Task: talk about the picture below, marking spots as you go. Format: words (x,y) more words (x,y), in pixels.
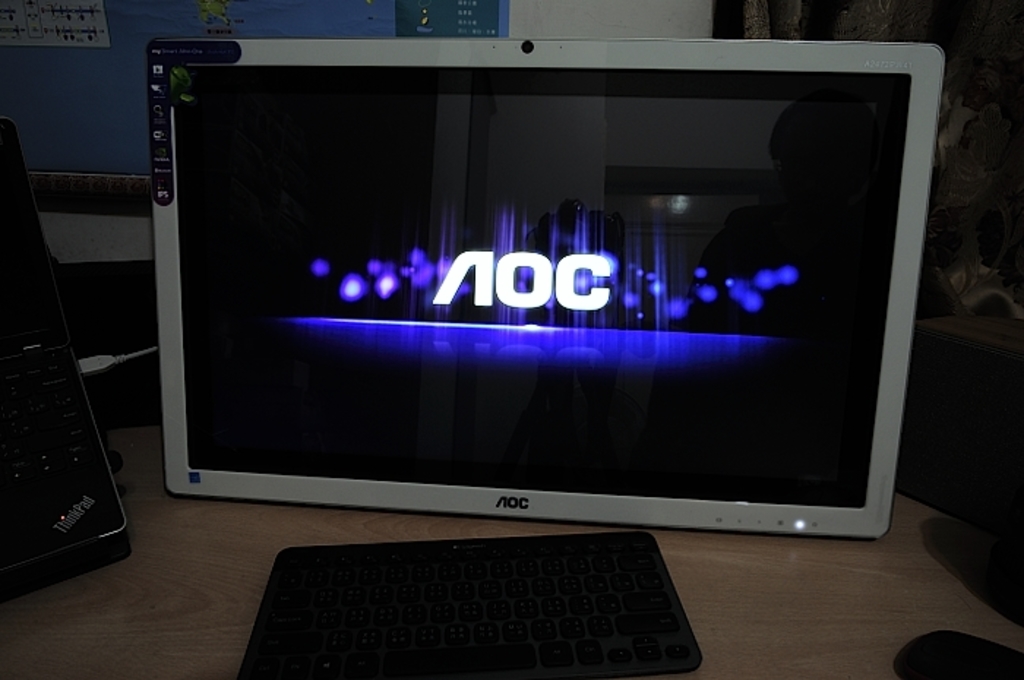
In this picture I can see a monitor (526,310) on which something displaying on it. I can also see keyboard (501,622) and other objects (965,639) on the table (899,642). In the background (578,11) I can see a wall (567,21).
